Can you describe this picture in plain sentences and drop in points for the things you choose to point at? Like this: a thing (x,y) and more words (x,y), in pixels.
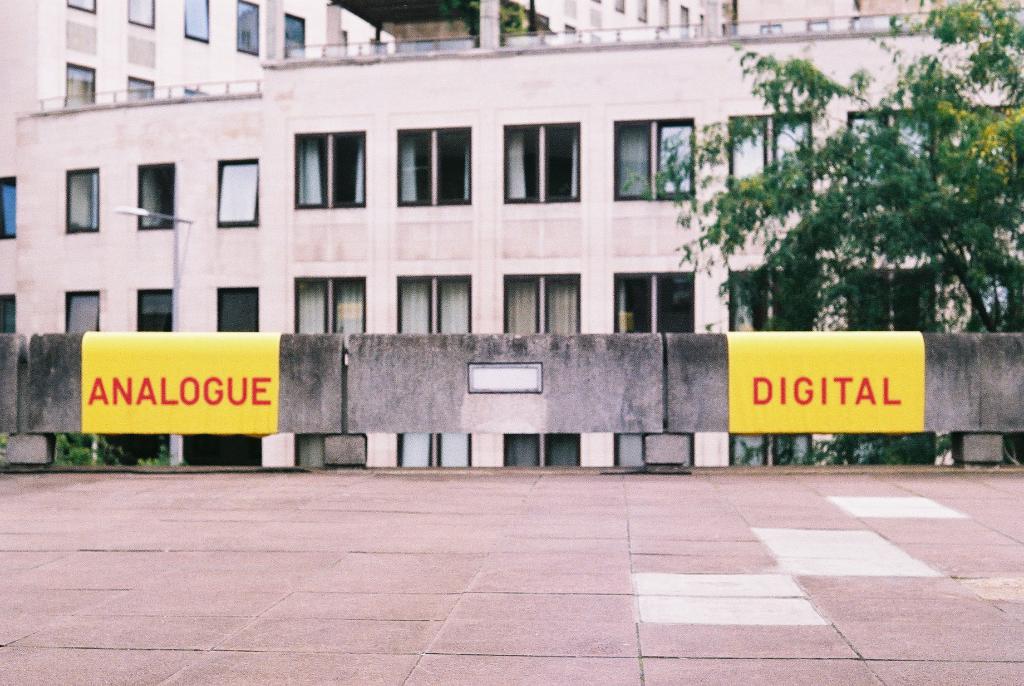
In this image I see buildings (519,141) on which there are windows (435,188) and I see 2 yellow color papers (772,386) on which there are words (103,398) written and I see the path (64,473) and I see the trees (956,18).
